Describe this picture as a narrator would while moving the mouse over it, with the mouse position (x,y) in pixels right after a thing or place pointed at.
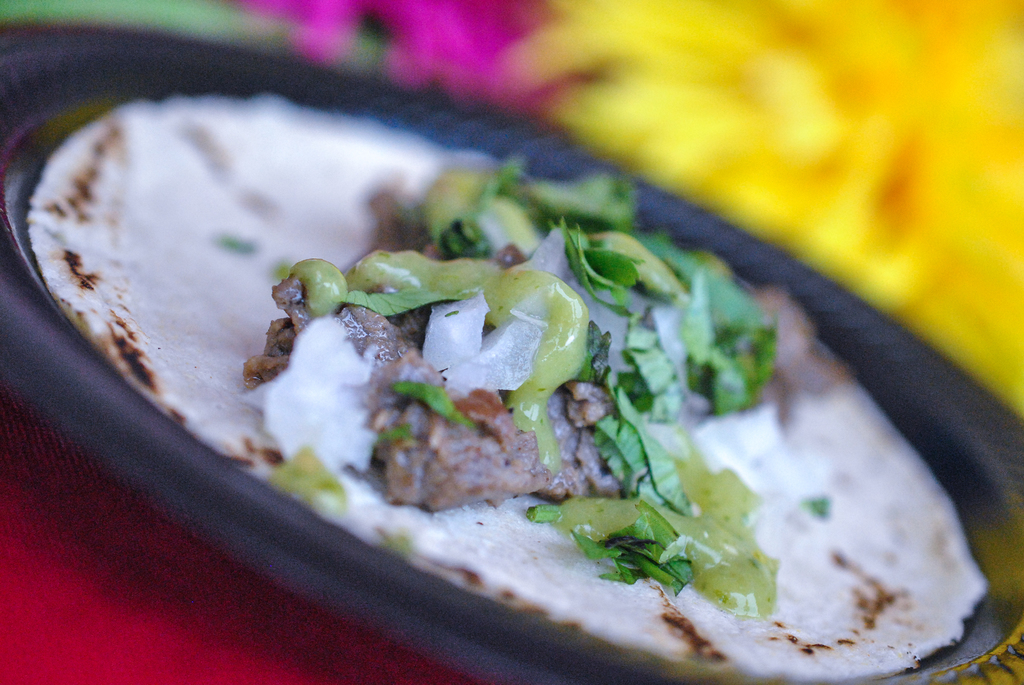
There is an edible (447,324) placed on a black plate (91,352) and there is an yellow color object (819,119) in the right top corner (808,121).
